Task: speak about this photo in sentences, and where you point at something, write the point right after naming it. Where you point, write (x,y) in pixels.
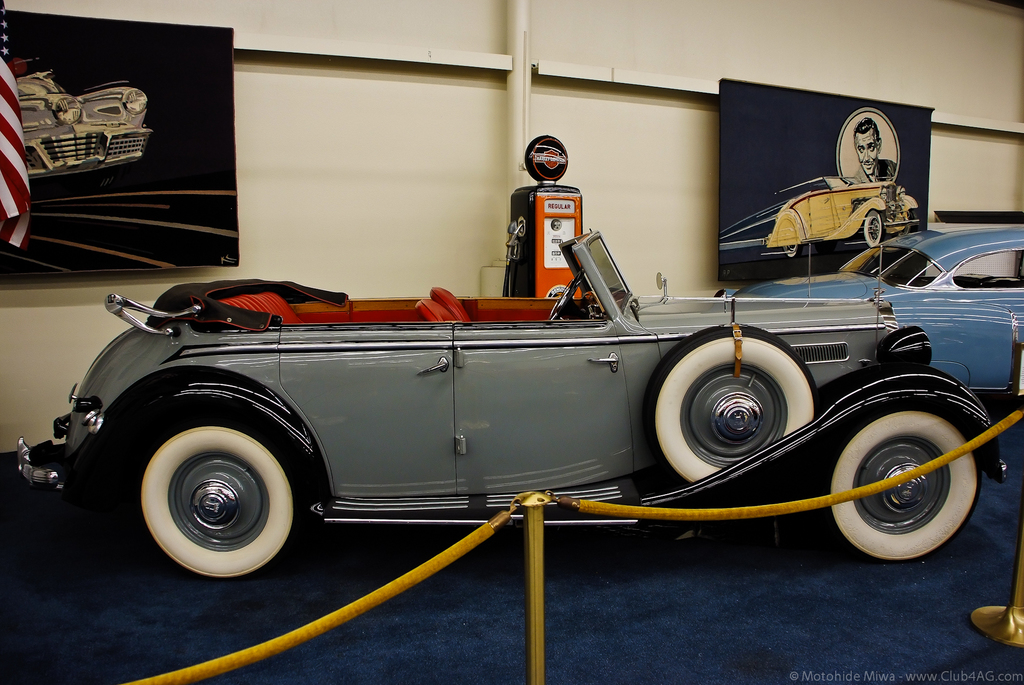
In this picture we can see metal rods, rope (464,552) and few cars (783,375), in the background (73,147) we can find a flag (1,163) and paintings (885,175) on the wall (364,186).
